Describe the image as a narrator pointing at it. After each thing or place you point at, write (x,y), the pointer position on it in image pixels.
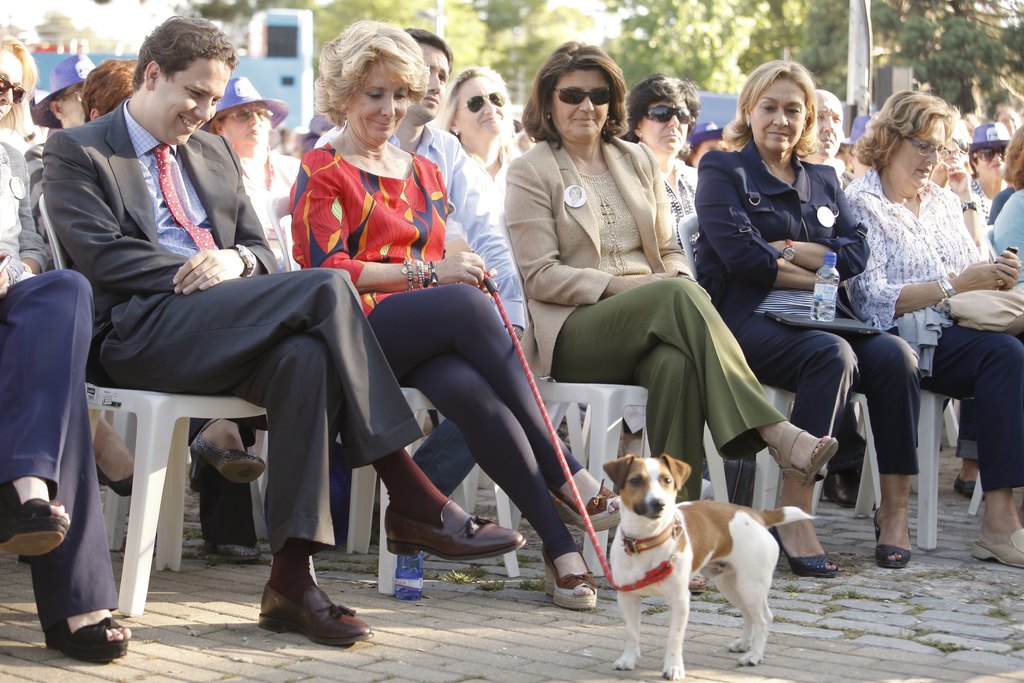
The picture is taken outside. In the foreground of the picture (274,268) there are people (750,199) sitting in chairs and a dog (677,504). The background (887,14) is blurred. In the background (689,17) there are trees (707,34) pole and a wall (266,74). It is sunny.
